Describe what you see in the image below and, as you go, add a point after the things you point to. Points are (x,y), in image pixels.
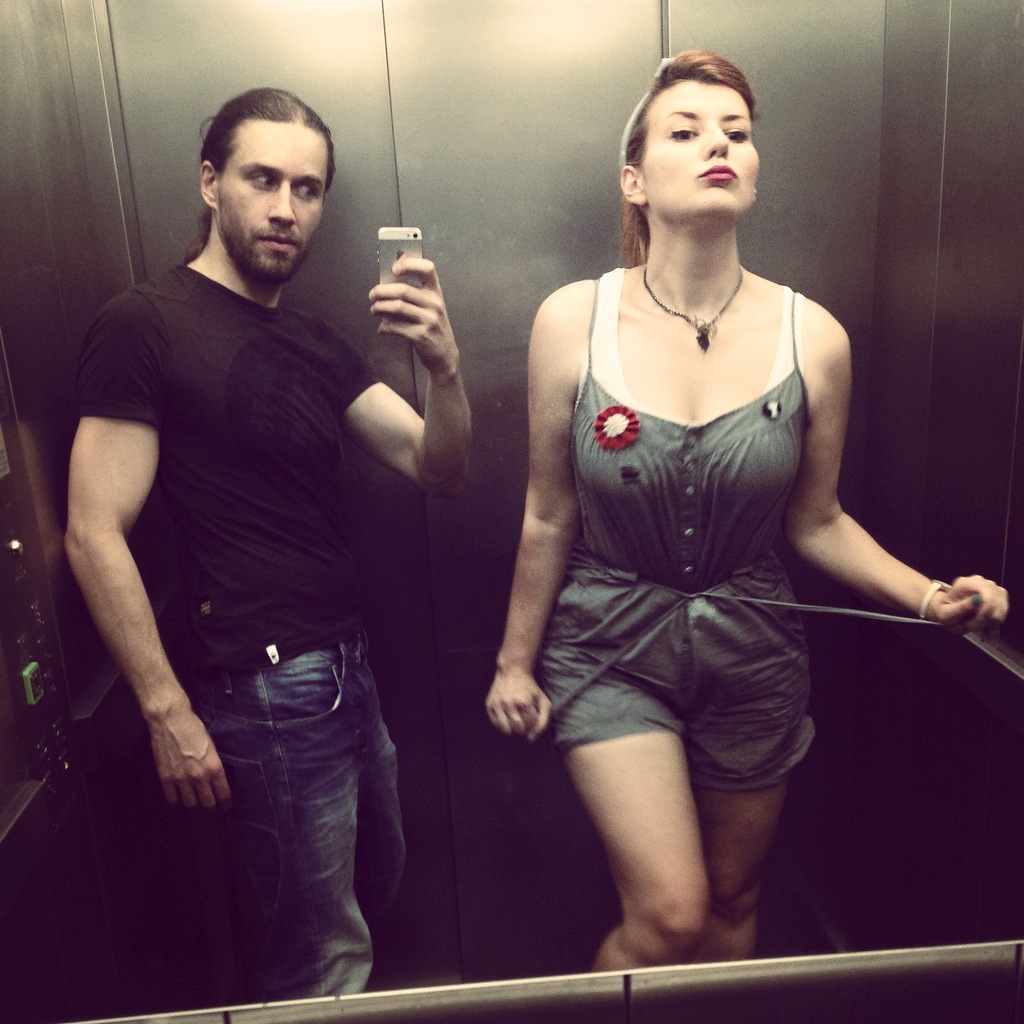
In this image I can see a man (257,474) and woman (704,305). Man (337,894) is holding a mobile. In the background of the image (396,221) there is a steel wall (475,889).
